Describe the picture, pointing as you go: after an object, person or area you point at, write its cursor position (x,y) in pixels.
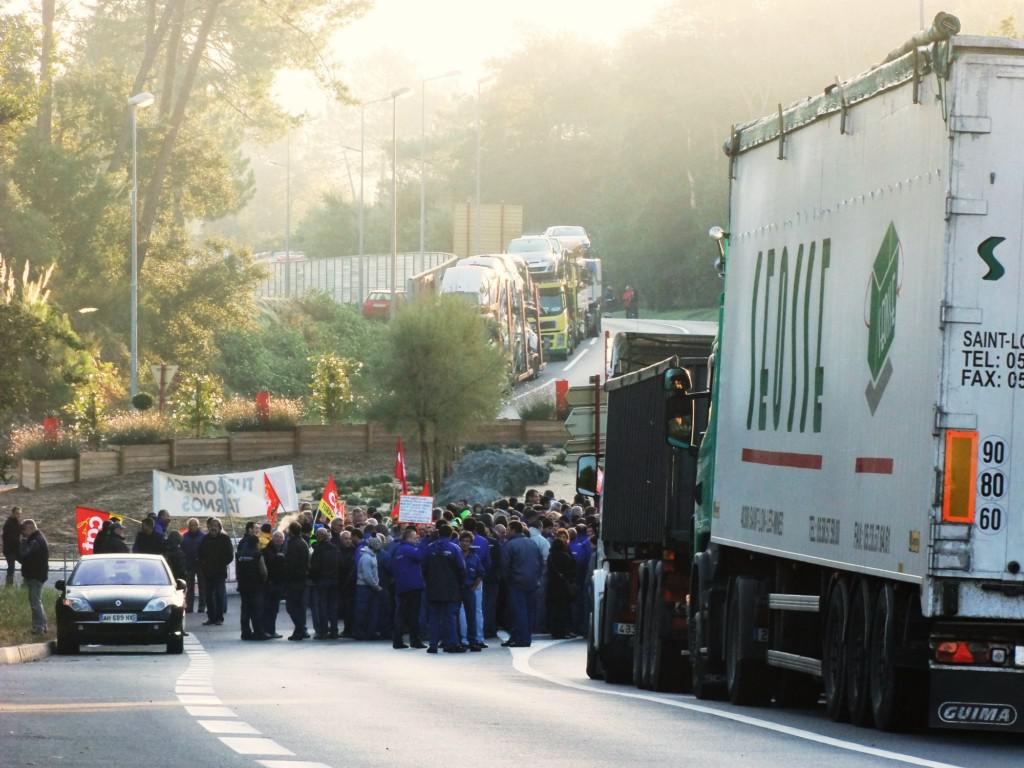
In this image there are a few people (265,577) standing and holding a banner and a few flags (335,512) in their hands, there are a few vehicles (144,569) on the road (232,693). In the background (39,193) there are trees (647,178), street lights (136,242), railing (386,275) and the sky (426,48).
